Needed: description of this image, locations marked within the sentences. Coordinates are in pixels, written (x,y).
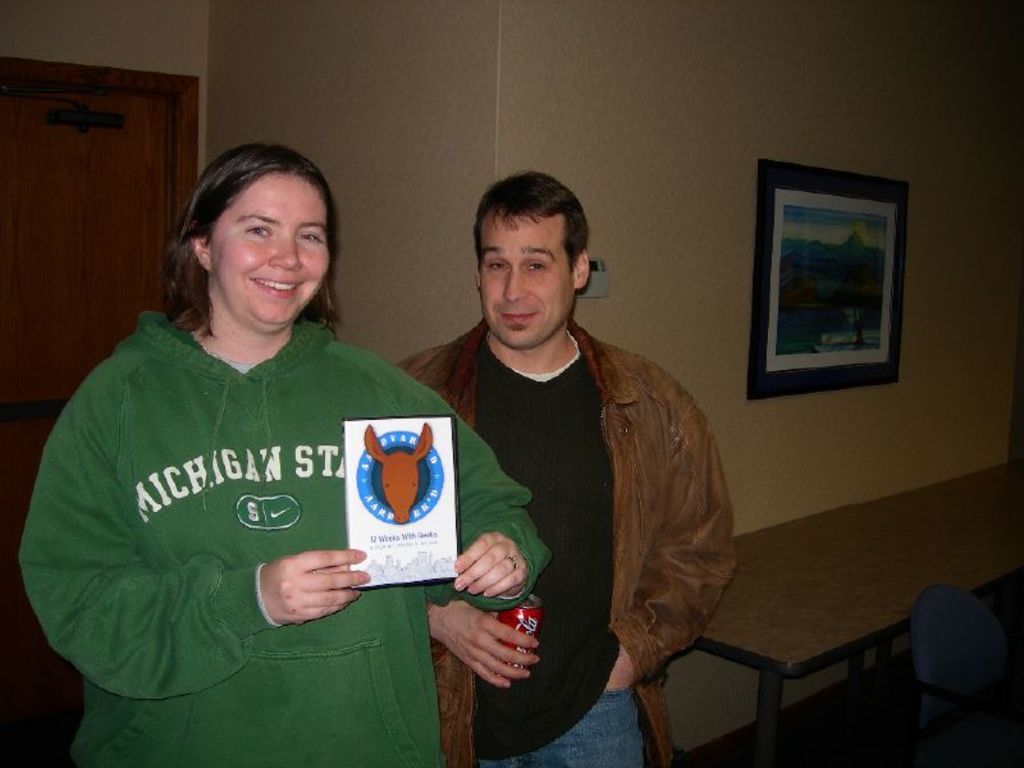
There is a woman (262,511) standing and holding a book (413,508) as we can see on the left side of this image (292,528). There is one man (635,583) standing in the middle of this image (559,428) is holding a coke (529,623). We can see a wall (632,163) in the background (626,149). There is a door (103,263) on the left side of this image (75,247) and there is a frame (828,228) attached to the wall (926,277). There is a table (871,613) and a chair (963,651) in the bottom right corner of this image (955,556).
